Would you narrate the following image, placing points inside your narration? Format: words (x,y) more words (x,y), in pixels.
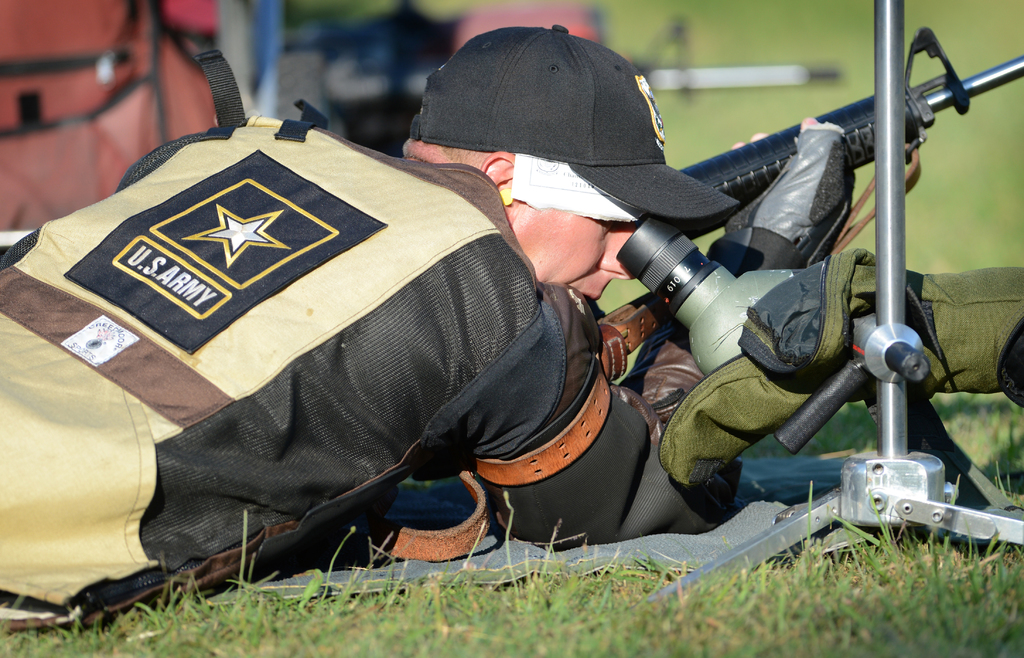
The man (353,277) in the uniform (379,334) is lying on the grass field (509,622). He is holding a black color object (723,191) in his hands (791,191). It might be a rifle (753,154). He is looking through the lens (651,255) of the scope (678,255). Beside him, we see the stand (889,526). In the left top of the picture (187,81), we see a brown color bag (109,102). In the background (860,88), it is green in color. This picture is blurred in the background (340,49).
